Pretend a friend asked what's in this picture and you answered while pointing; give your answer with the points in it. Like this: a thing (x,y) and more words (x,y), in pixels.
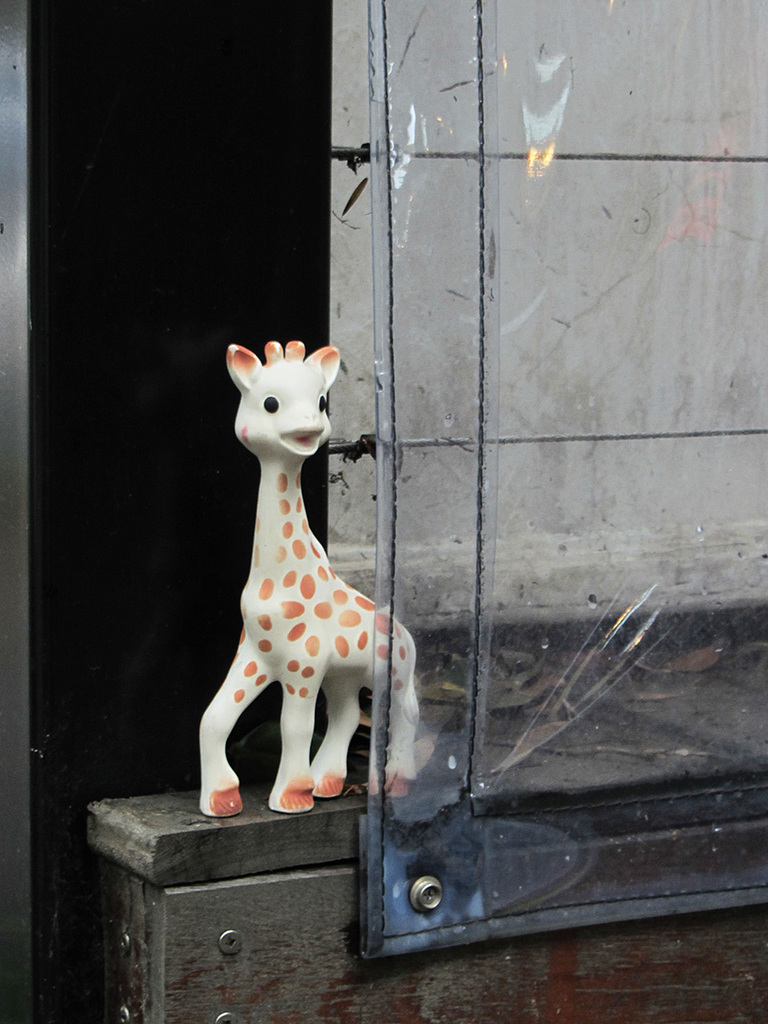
Here we can see a toy (325,620) on this wooden surface (167,937). In-front of this toy (347,635) there is a transparent sheet (565,455). Background (221,58) there is a black rod (197,93).
